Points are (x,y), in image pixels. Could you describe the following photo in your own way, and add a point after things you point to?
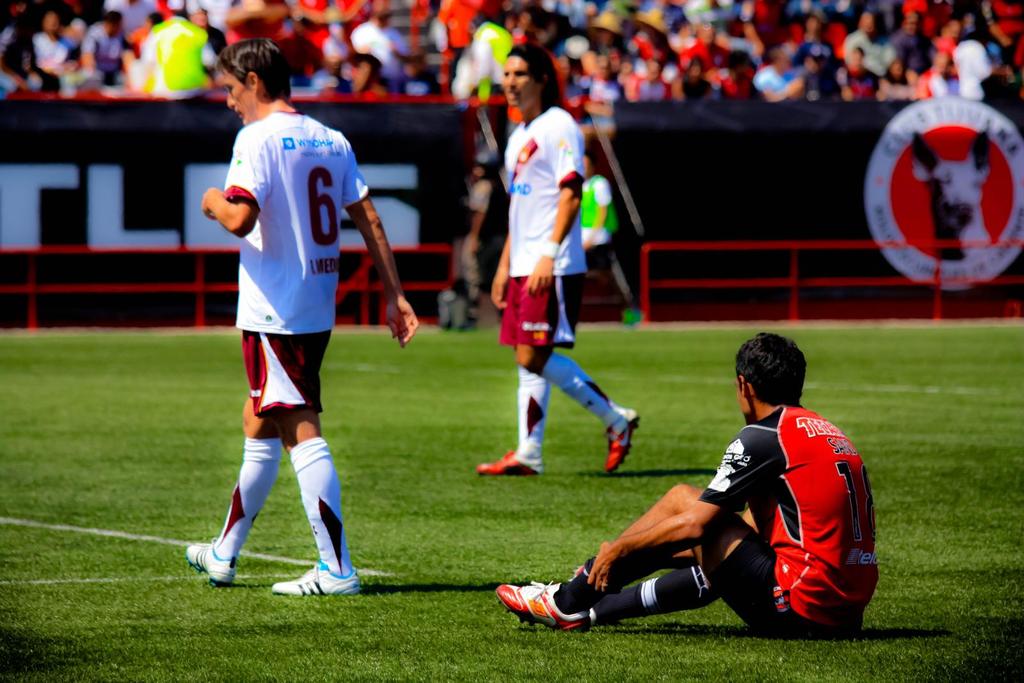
In this image I can see a man (779,527) is sitting and two men (321,317) are standing. In the background (313,69) I can see people (296,50), fence (692,268) and the grass (464,462).
